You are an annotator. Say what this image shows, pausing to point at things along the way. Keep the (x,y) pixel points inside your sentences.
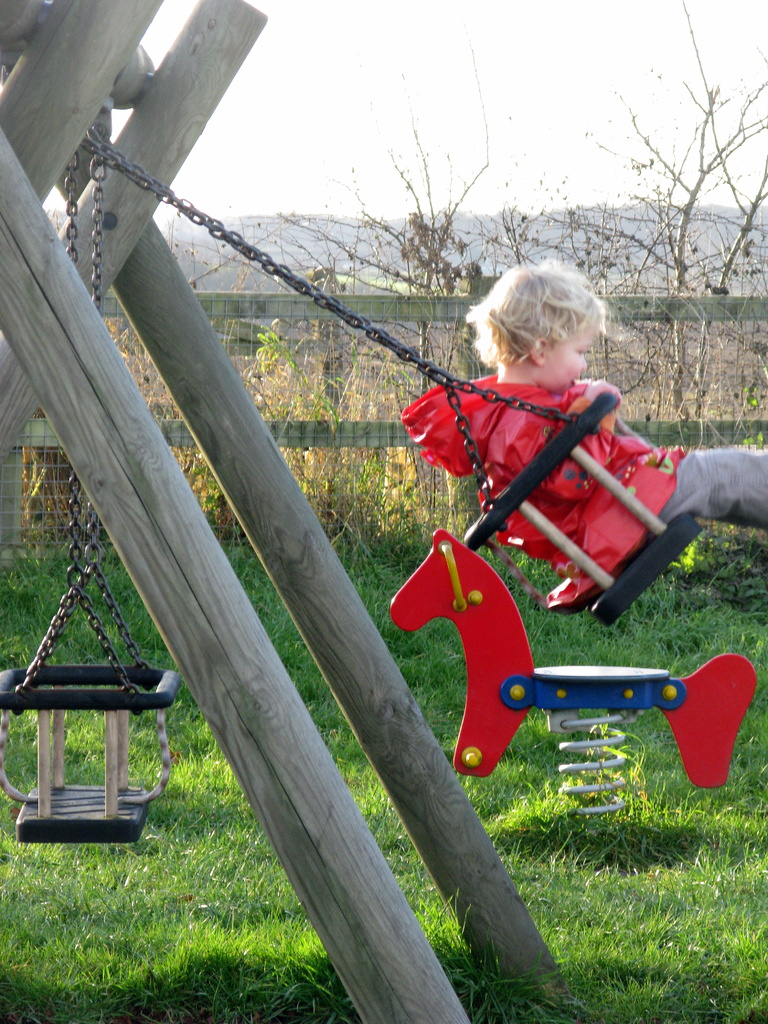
In this image we can see a kid (555,483) wearing red color jacket (543,487) playing on the toddler swinging (581,565) and at the background of the image (355,413) there is fencing (487,278) and there are some trees (519,261) and clear sky (359,142).
